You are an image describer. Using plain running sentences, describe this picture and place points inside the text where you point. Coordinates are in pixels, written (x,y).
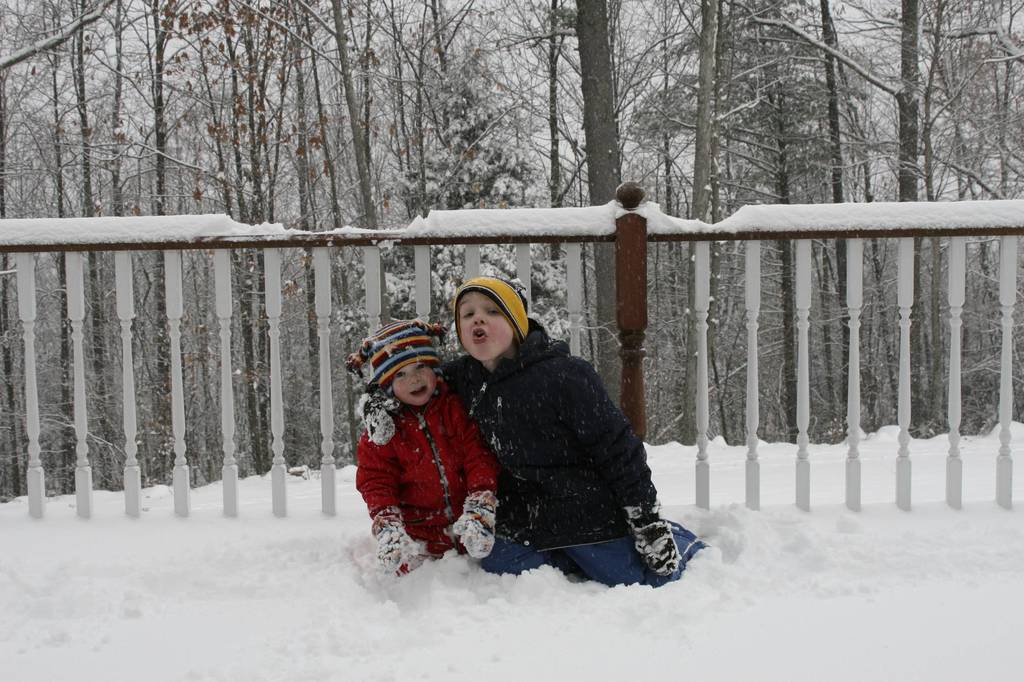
In this picture, we see two children (549,490) who are wearing the red and black jackets (435,462) are sitting in the ice (476,558). They might be posing for the photo. At the bottom (470,556), we see the ice (682,607). Behind them, we see the railing (753,330). There are trees (718,316) in the background (315,156) and these trees (622,154) are covered with the ice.
